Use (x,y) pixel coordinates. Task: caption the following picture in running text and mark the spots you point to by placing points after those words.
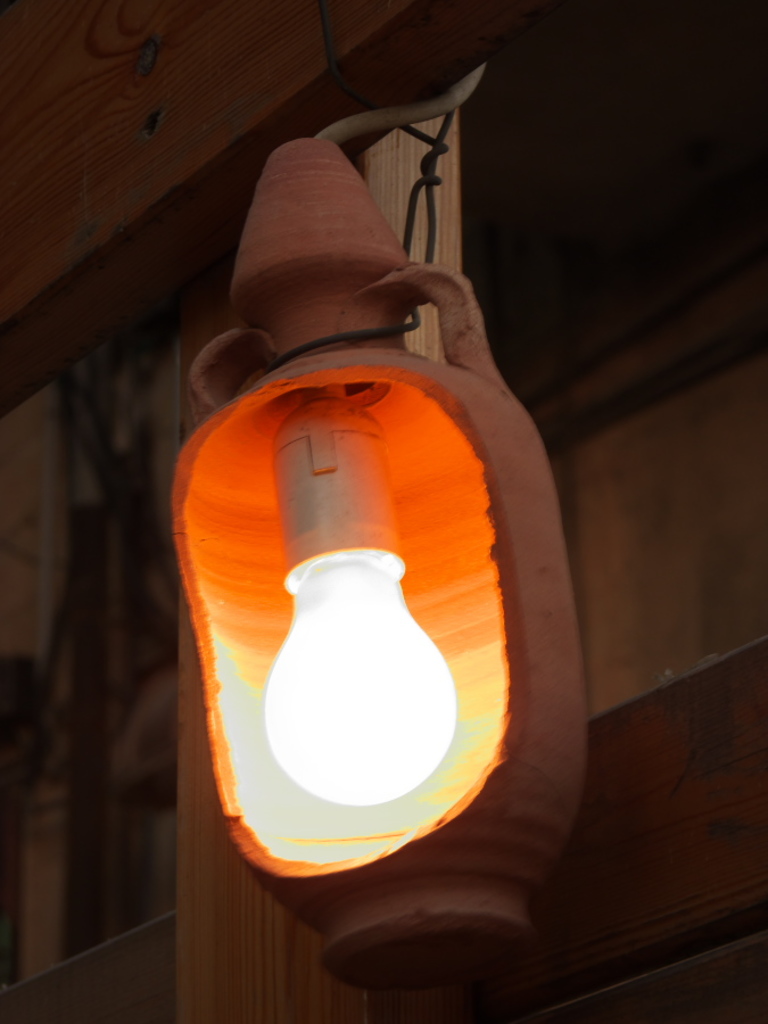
Here we can see a glowing bulb (296,632).
